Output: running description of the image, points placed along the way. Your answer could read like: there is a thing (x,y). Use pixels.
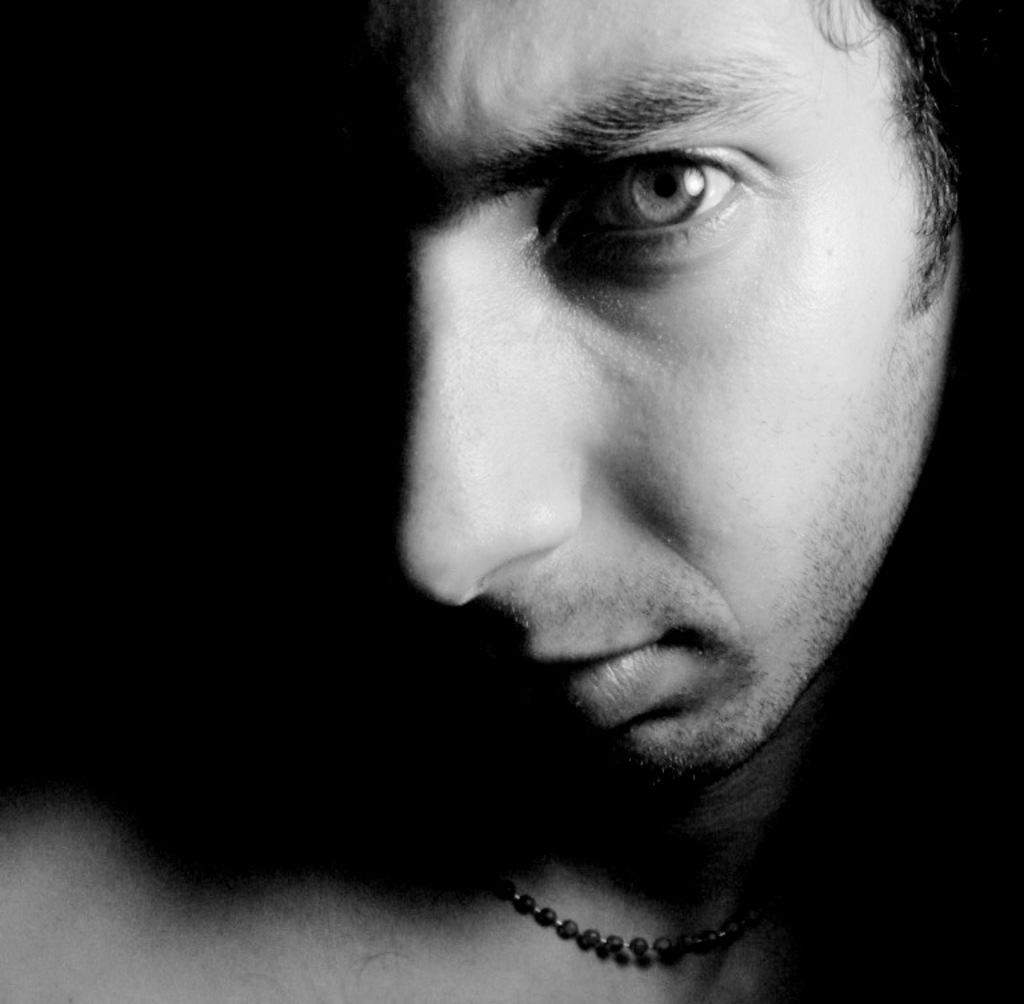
This is a black and white image. There is a person (445,501). He is wearing a beaded chain (628,941). The background (161,631) is black.
